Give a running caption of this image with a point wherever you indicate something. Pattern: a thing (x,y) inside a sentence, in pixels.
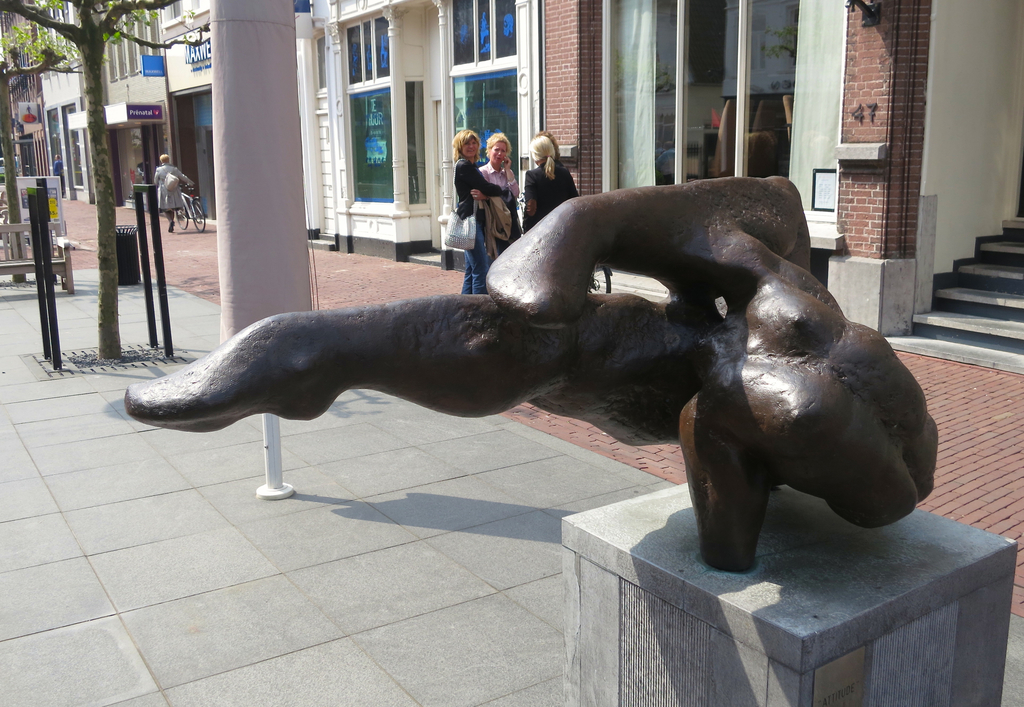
In this image in front (622,205) there is a statue (570,235). Behind the statue (605,219) there are few people (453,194) standing on the road (982,374). On the right side of the image (991,356) there are stairs (961,354). There are buildings (355,89). On the left side of the image (269,584) there is a floor (154,537). There are poles (44,228). There is a bench (63,228). In the background of the image (151,3) there are trees (65,67).
